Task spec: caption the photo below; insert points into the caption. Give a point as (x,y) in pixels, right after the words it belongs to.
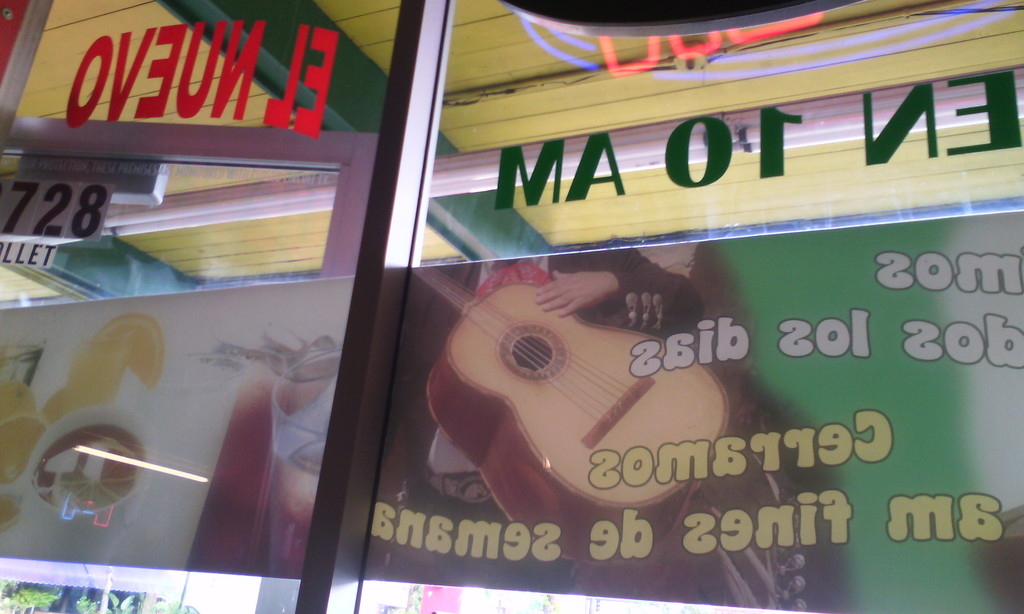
In this picture, we see a glass door (599,324) on which some posters (602,433) are posted. We see some text (675,353) written on the poster (469,414). We even see some text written on the glass (495,187). In the background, we see a wall (663,83) in yellow color.
